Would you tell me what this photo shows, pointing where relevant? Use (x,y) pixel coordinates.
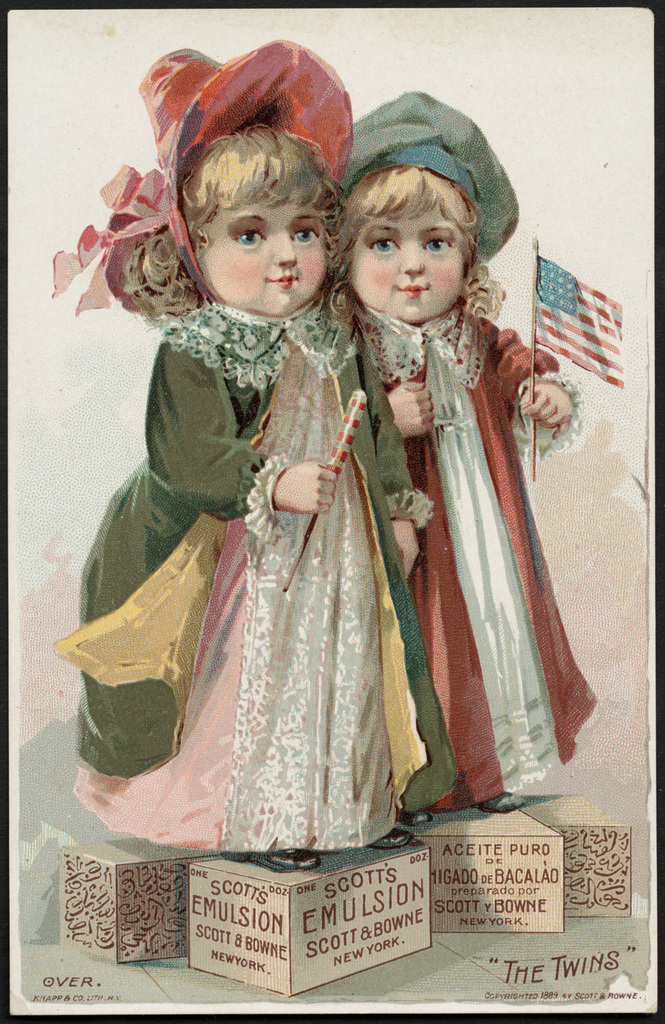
In this picture I can see a poster (274,295), there are two girls (285,409) holding a flag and a stick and standing on the cardboard boxes (427,943), and there are words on the poster (504,940).
